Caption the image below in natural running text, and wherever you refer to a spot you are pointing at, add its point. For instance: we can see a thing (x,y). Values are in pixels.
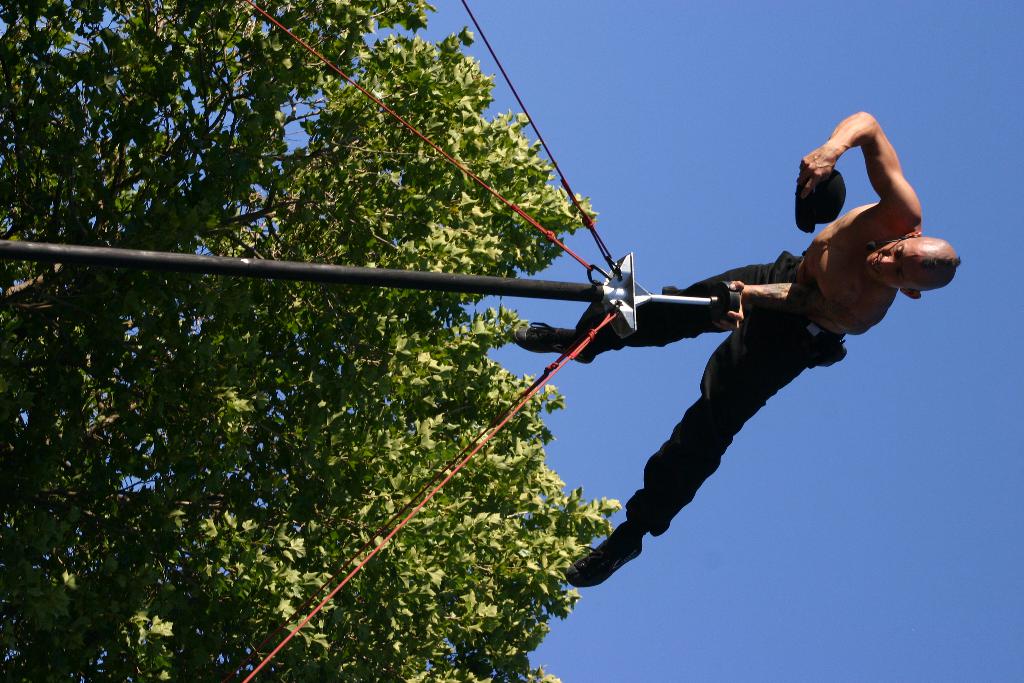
In this image we can see a person (555,351) doing gymnastics with the help of a pole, there are some trees (420,189) and ropes (554,364), also we can see the sky (859,363).
